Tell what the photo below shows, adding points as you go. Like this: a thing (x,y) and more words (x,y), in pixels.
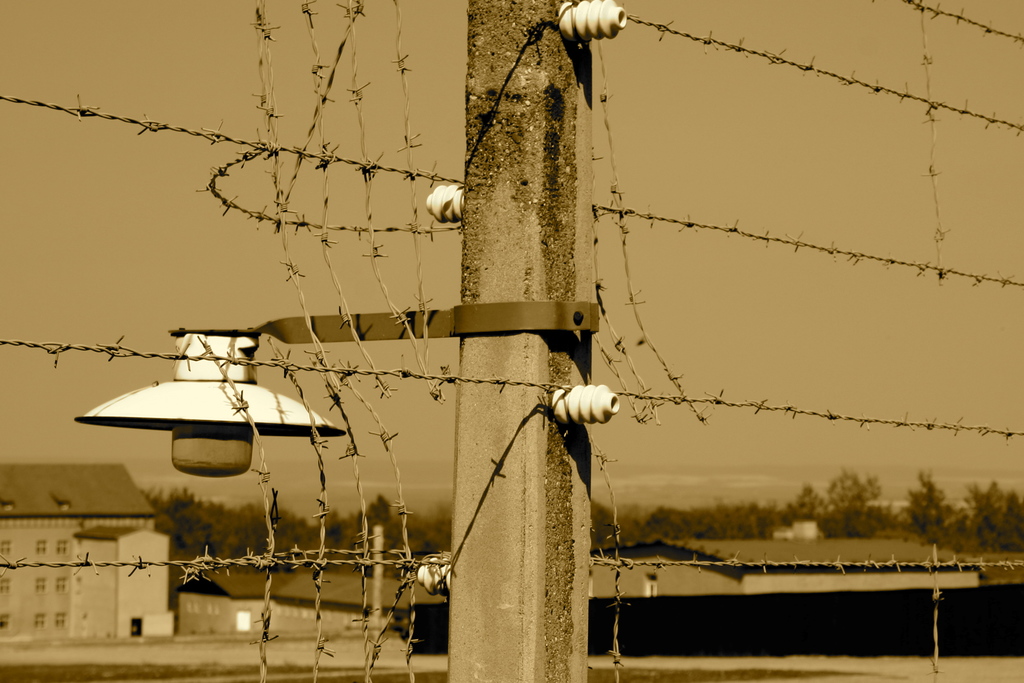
This is a pole (495,673), on the left side (249,394) it's a lamp (265,402) and there are houses (772,543), trees (421,542).
